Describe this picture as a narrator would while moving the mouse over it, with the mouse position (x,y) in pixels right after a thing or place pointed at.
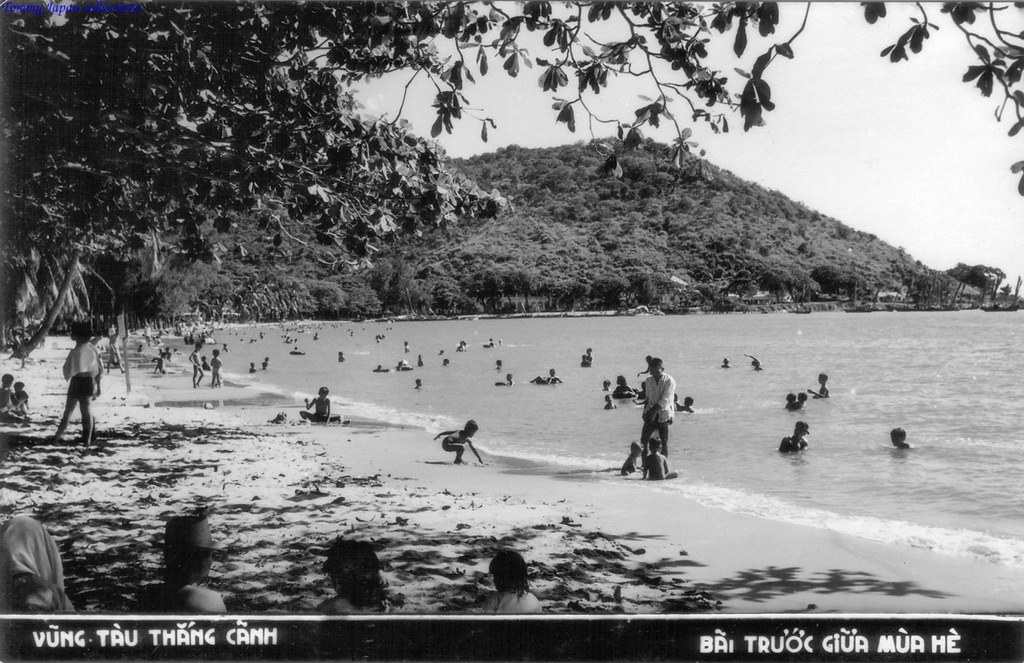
On the left side (243,625), there is a watermark (264,628). On the right side (937,650), there is a watermark (951,643). In the background (250,320), there are persons (671,424) in the water (919,462), there are trees (910,269), a mountain (810,234) and there is sky (833,115).
